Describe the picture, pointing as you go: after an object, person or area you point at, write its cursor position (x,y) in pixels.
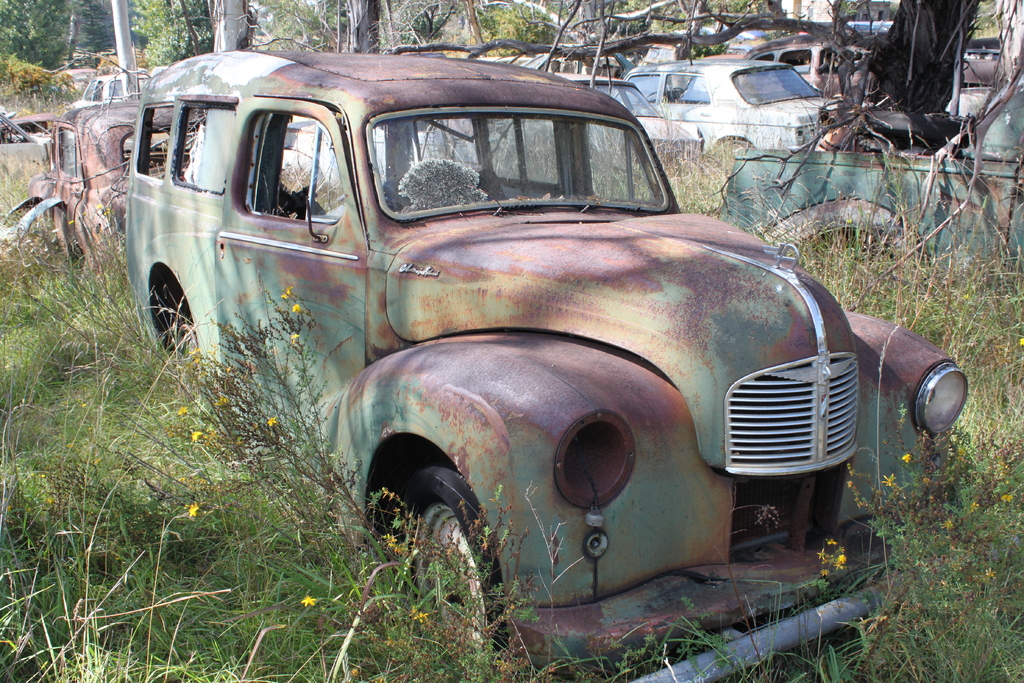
In the image we can see there are vehicles (453,90) and we can even see there is a junk (290,78) on the vehicles (320,106). Here we can see the grass (253,517), pole (125,37) and plants (34,53).
